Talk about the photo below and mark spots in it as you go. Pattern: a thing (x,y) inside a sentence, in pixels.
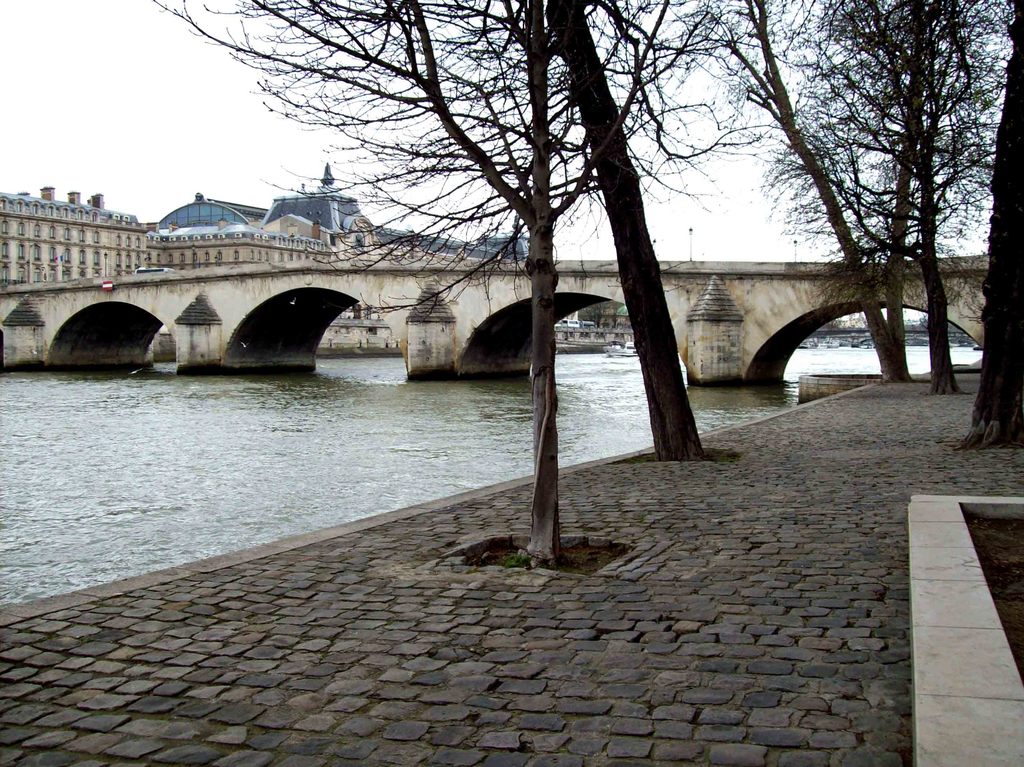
At the bottom of the image (487,613) on the footpath (877,450) there are trees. Beside the footpath (491,593) there is water (114,420). Above the water (148,431) there is a bridge (793,296) with pillars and arches (119,339). Behind the bridge (128,341) there are buildings (94,209).
